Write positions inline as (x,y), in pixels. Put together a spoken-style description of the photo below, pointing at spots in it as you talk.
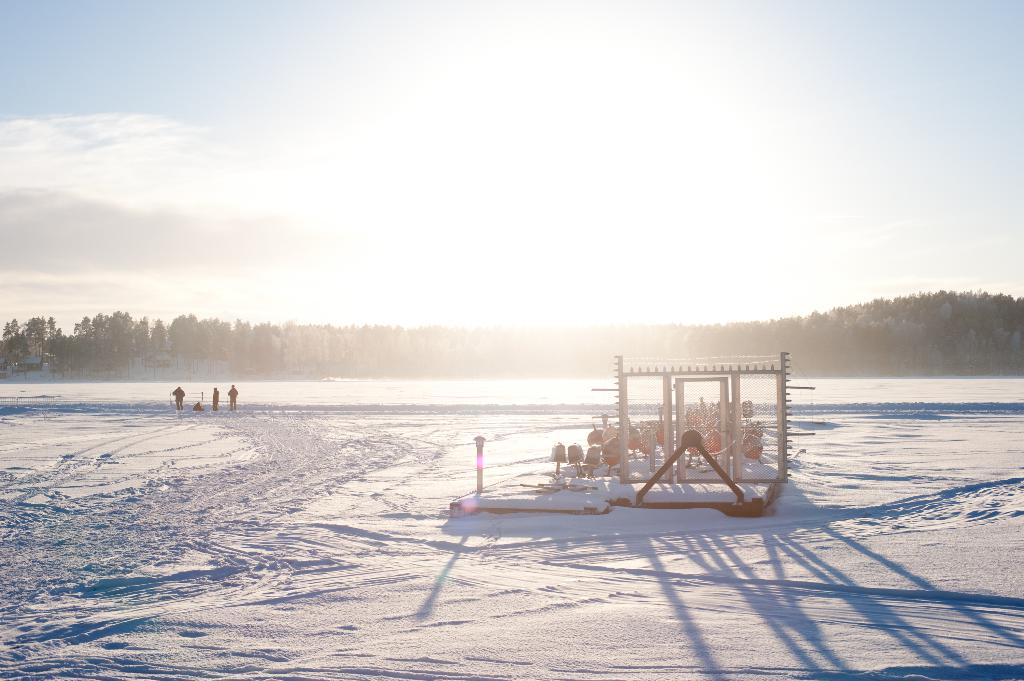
In the picture I can see people (181,397) standing on the snow (243,469). I can also see some objects (630,483) on the snow (600,473). In the background (304,344) I can see trees (301,339), the sun (595,202) and the sky (529,190).
